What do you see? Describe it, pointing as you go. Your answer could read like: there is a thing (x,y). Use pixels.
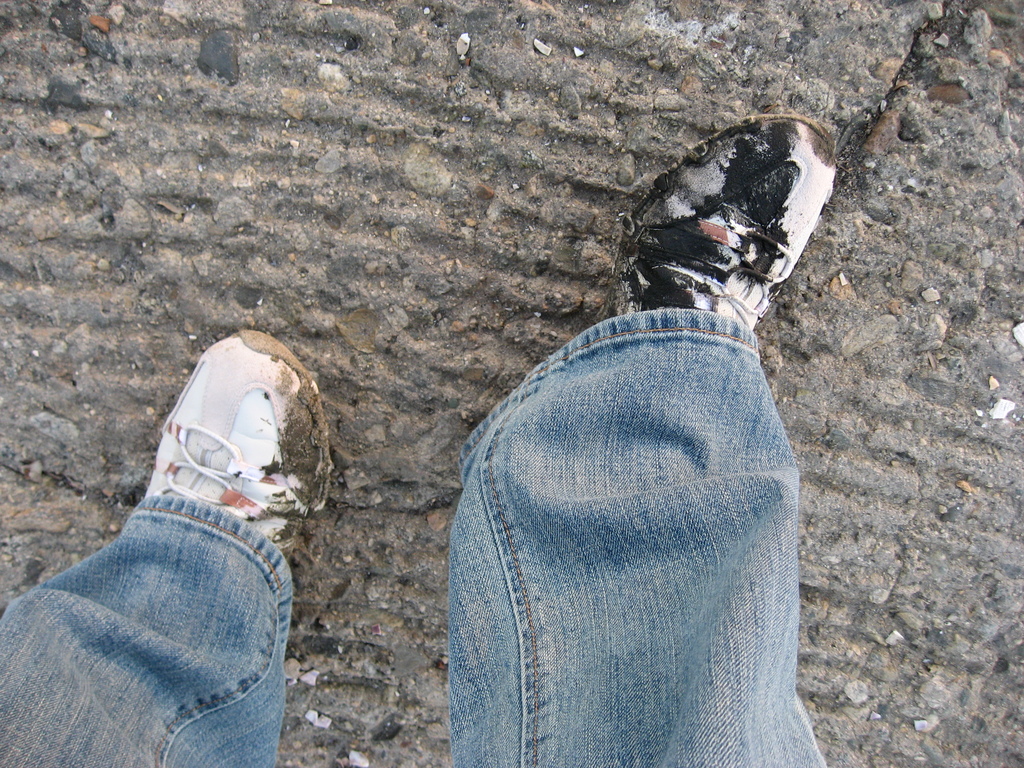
At the bottom of the image (277,598) we can see the legs (538,704) of a person (729,490) with untidy shoes (286,372). At the top of the image (280,143) there is a floor (359,396).
